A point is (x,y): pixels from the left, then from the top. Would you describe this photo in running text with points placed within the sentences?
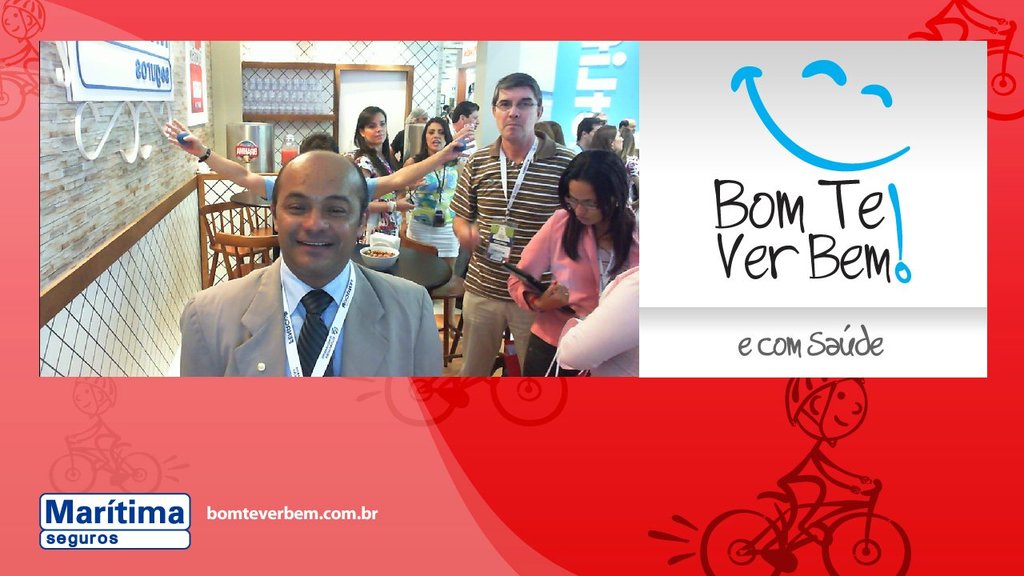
In this image we can see an advertisement (580,465). There is a picture (191,273). We can see people (303,283). On the left (59,259) there is a wall (113,214) and we can see chairs (212,245) and tables (418,257). In the background (406,83) there is a wall (392,64). We can see text (174,511).
